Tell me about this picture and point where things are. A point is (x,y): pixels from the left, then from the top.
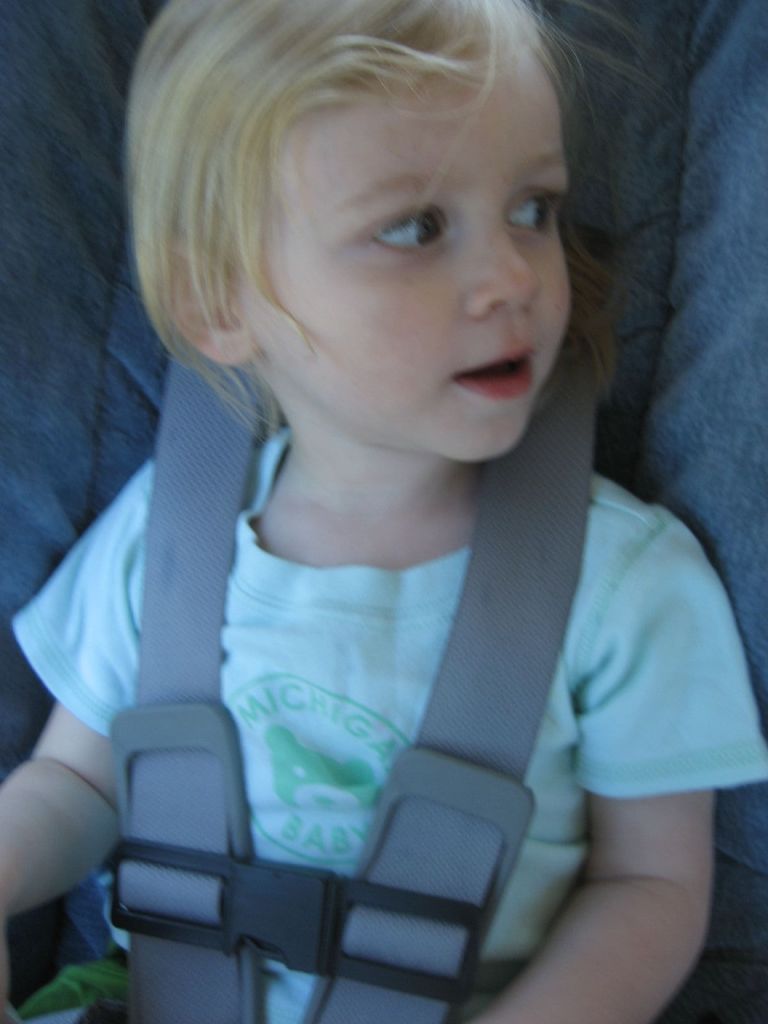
In this picture there is a kid (658,953) sitting and wearing the seat belt (197,752) and there is text (265,790) on the t-shirt (275,793).
